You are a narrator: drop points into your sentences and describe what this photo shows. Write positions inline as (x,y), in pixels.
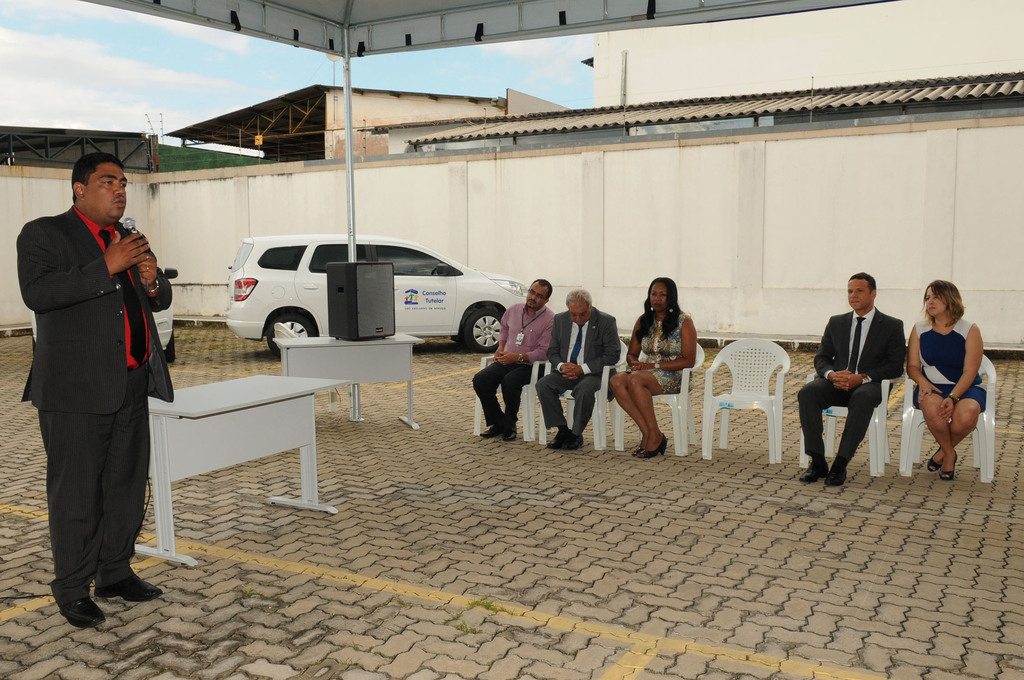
In the image there is a person (101,379) standing and talking in a mic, on the other side of the person (98,351) there are few people (661,345) seated on chairs (532,389), in the background of the image (438,297) there is a car (293,277) and there are buildings (561,138).
